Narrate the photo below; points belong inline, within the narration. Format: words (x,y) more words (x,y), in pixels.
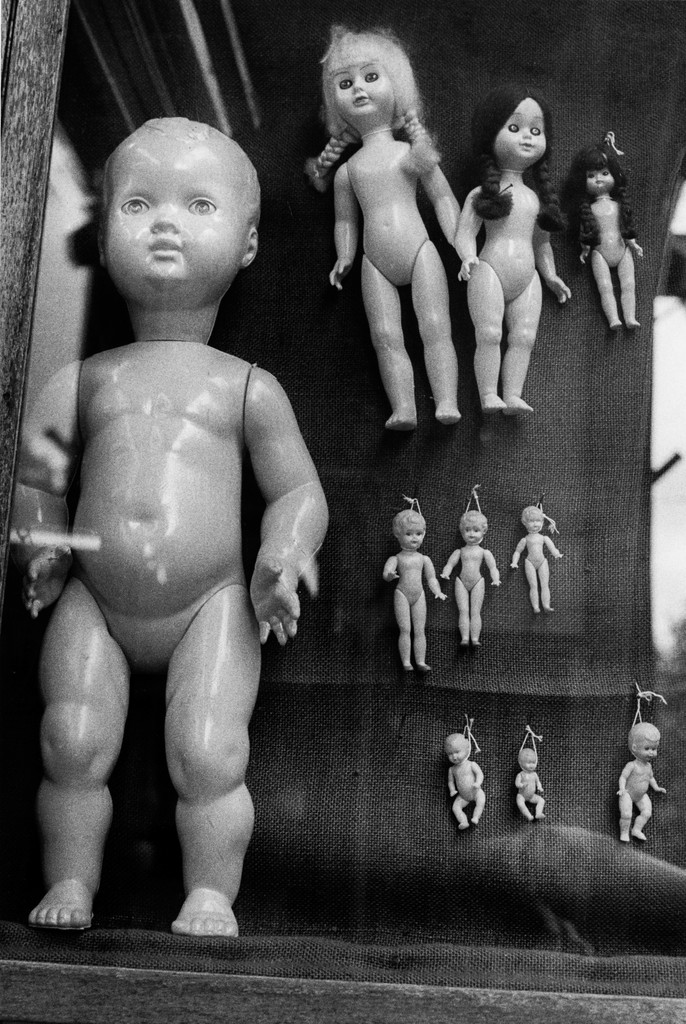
In this image we can see group of dolls (153,579) placed in a glass cupboard (57,44) in the background (588,199) we can see three dolls (626,240) having hair (496,202). Two dolls (468,235) are having black hair (589,219) and one doll (439,214) is having white hair (418,145).
